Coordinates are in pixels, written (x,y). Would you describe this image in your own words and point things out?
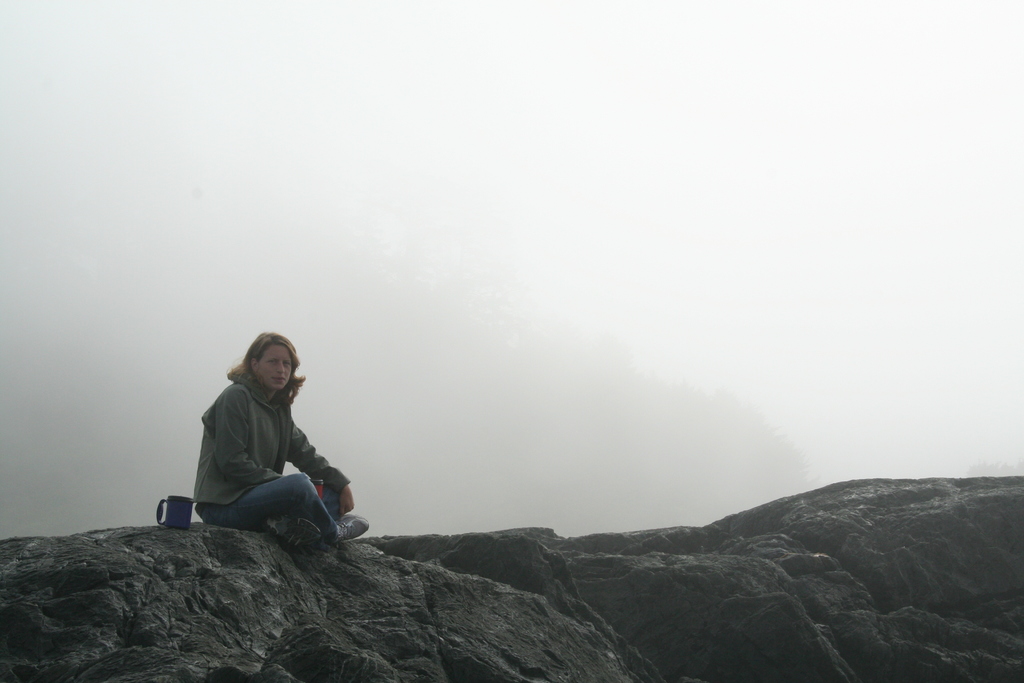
In the picture we can see a woman (246,494) sitting on the rock surface (404,565) and beside her we can see a mug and on the other side, we can see a rock surface (963,483) and behind we can see a sky (299,425).
